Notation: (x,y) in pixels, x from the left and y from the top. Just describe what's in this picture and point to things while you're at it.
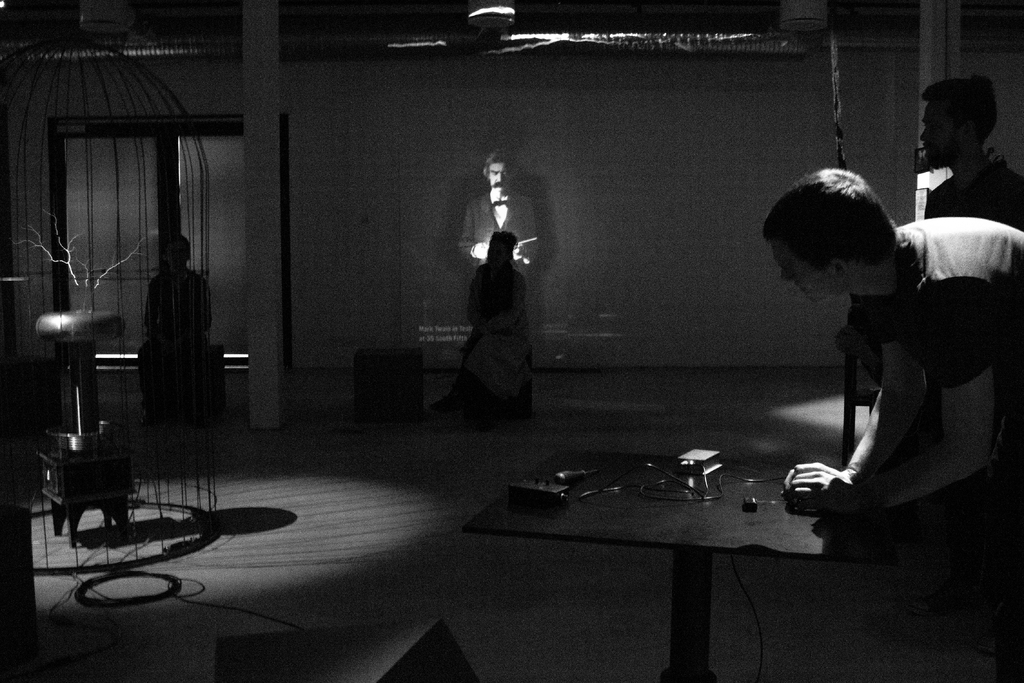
In this image we can see a man (848,333) is standing, in front (725,509) here is the table (784,515), here is the wire (699,494), here a woman (522,353) is sitting, here is the wall (494,76).
